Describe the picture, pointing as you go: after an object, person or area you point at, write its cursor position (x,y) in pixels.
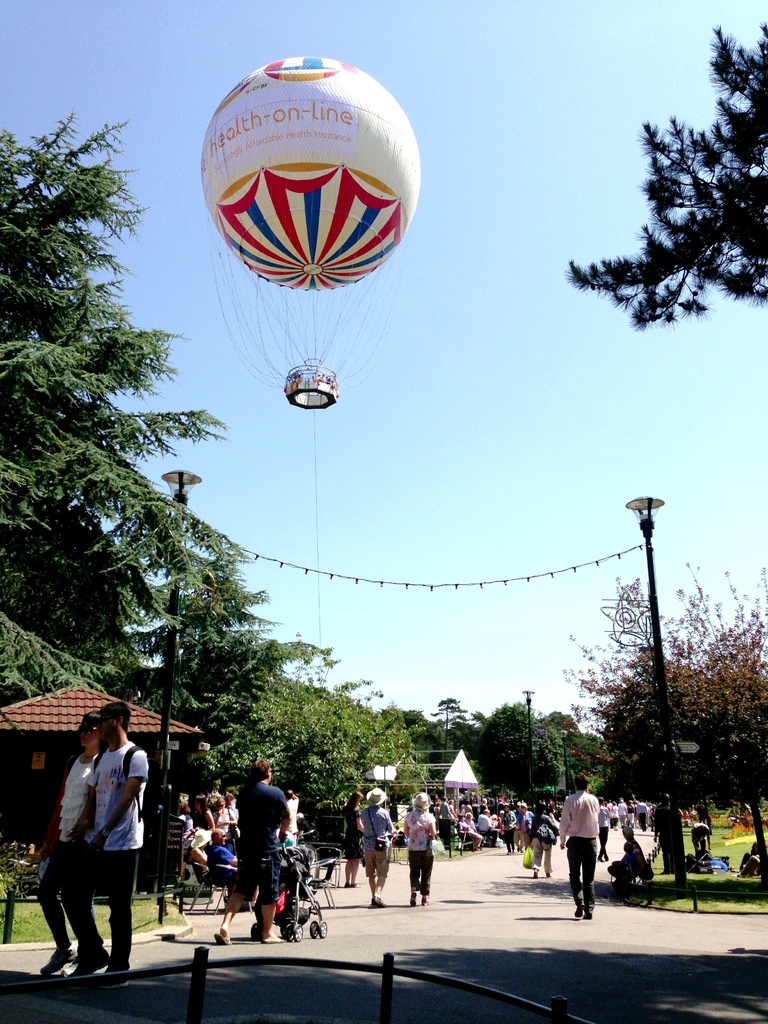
In this image in the center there are persons (415,864) walking and sitting. There are trees (268,730), poles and in the sky (248,285) there is a balloon (338,242) and there are tents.
